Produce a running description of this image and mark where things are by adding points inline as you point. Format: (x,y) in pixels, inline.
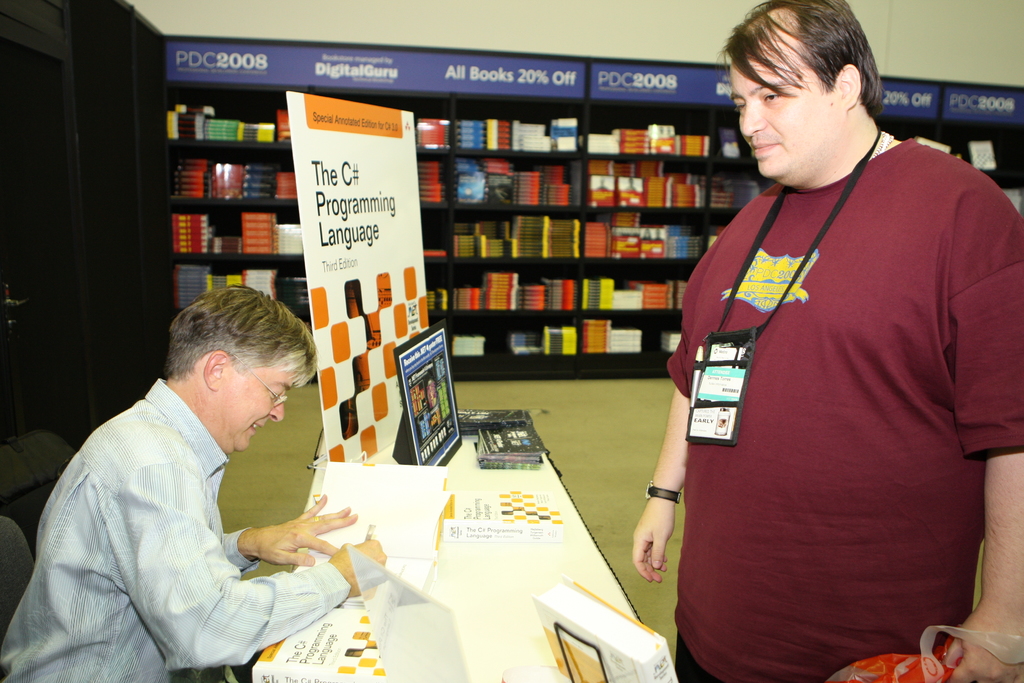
It is a closed room (291,464) where one person (771,432) is standing at the right corner of the picture (899,412) wearing maroon t-shirt (793,554) and id card (725,433) and in front of him another person (219,592) is sitting on the chair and writing something on the book (385,550) on the table (503,618) and there is one big shelf (669,277) with books (667,151) in it. On the table (516,624) there is one name board (345,286) where some text (340,264) written on it and behind the person (63,528) one door (36,253) is there.
